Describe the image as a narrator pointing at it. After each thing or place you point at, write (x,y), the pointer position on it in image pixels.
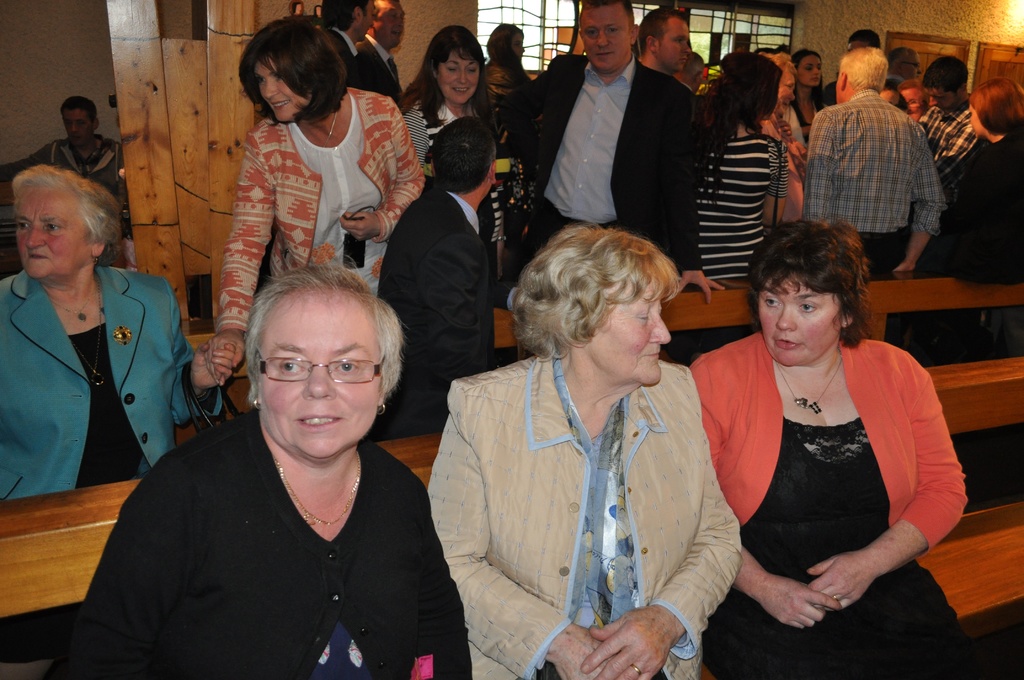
In the image there are few people (798,406) sitting on the benches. Behind them there are many people (745,127) standing. In the background (514,2) there are glass windows (756,17) and frames (1003,45) on the walls (863,17). And also there is a wooden pillar (170,133).
